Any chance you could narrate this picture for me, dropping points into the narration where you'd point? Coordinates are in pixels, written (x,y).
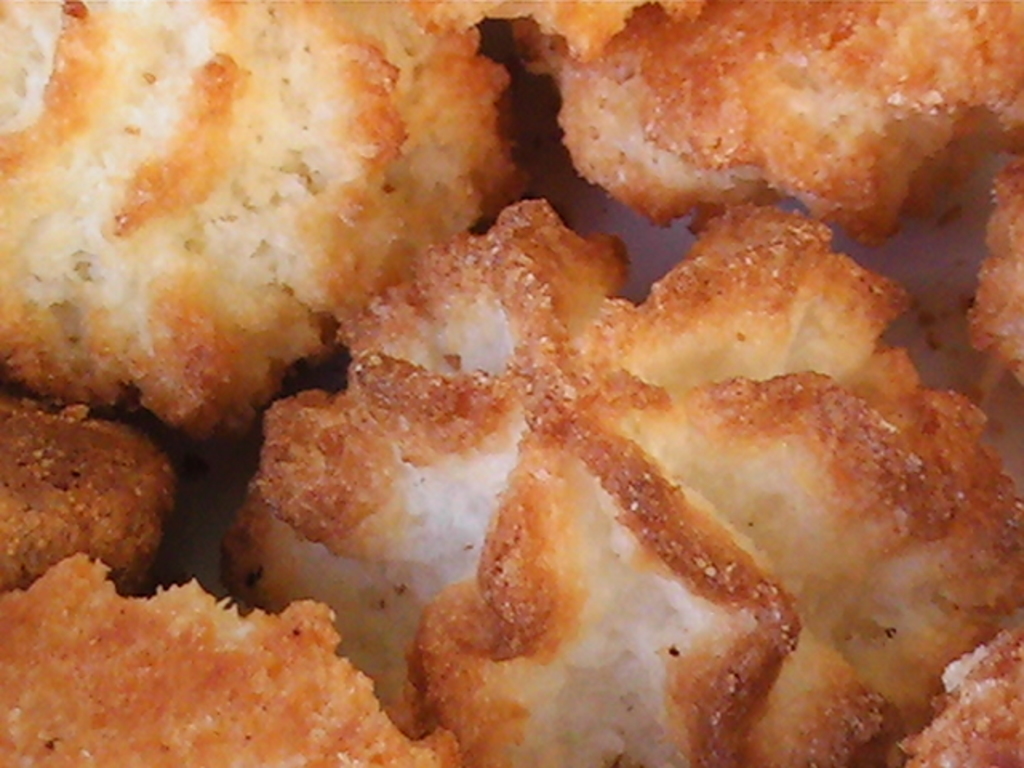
In this image we can see some food (501,388) placed on the surface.
